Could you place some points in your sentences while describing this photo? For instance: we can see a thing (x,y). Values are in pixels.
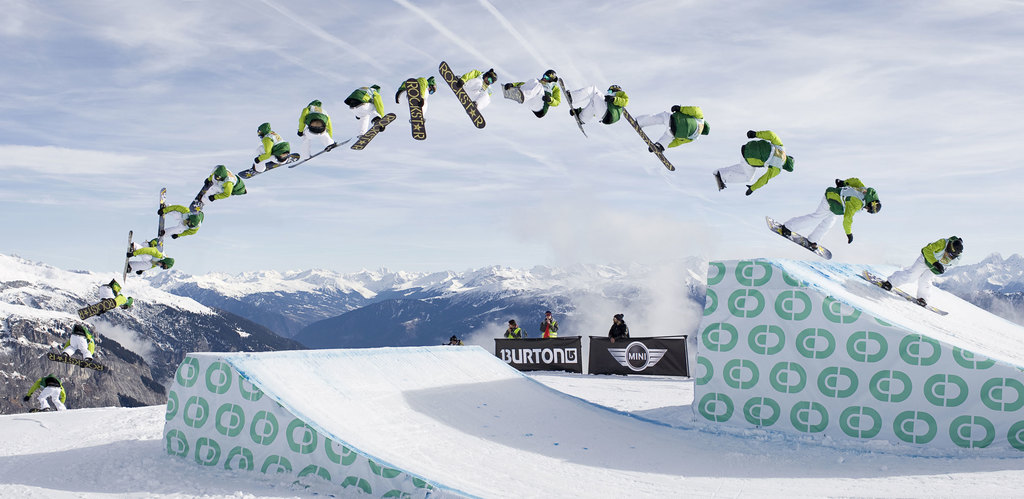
This picture is clicked outside. In the foreground (104,437) we can see the ground (198,483) and some objects (388,412). In the center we can see the group of people (621,103) in the air (323,58) with the snowboards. On the right (935,257) we can see a person (950,249) snowboarding on the snowboards (908,297). In the left corner (49,390) we can see another person (46,400) seems to be snowboarding on the ground (64,418). In the background (391,271) we can see the sky (340,181), hills (318,277), snow (225,279), group of people (511,323) seems to be standing on the ground (83,416) and we can see the text (557,354) on the banners (625,353).
